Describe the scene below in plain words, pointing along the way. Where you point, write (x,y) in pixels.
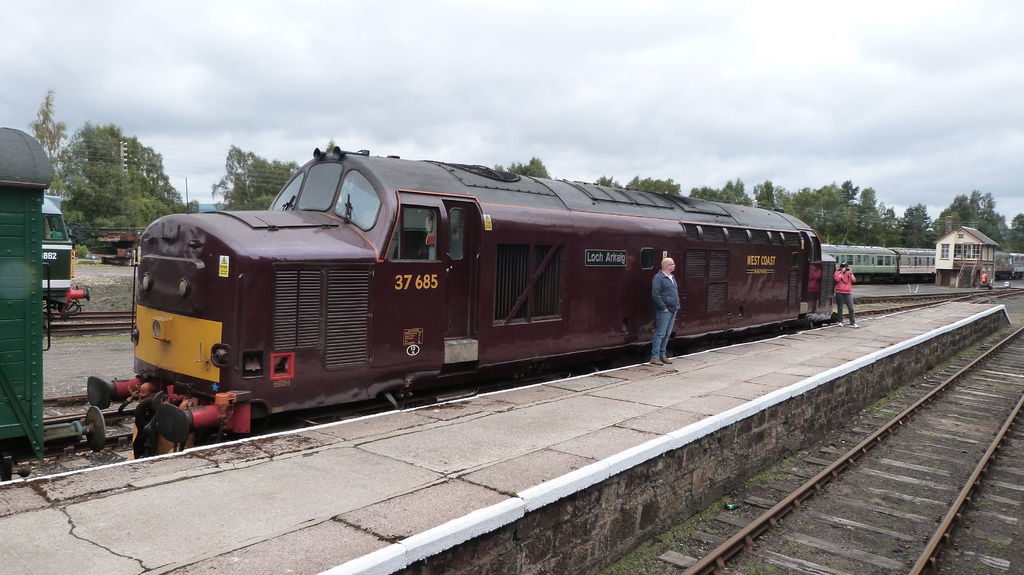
In the foreground (379,300) I can see trains (787,280) on the track (866,297) and two persons (844,292) are standing on the platform (782,373). In the background (832,181) I can see grass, trees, wires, light poles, hut (976,266) and the sky (560,129). This image is taken may be during a day.
